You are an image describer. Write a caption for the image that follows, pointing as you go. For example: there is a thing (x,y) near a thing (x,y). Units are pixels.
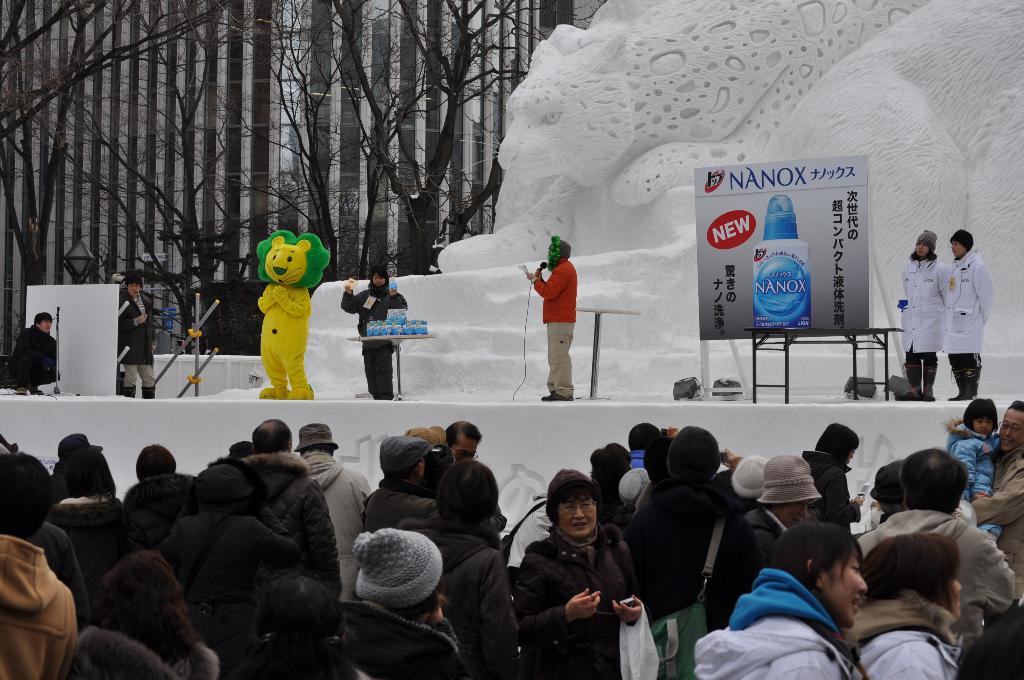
In this image I can see few people (801,539) standing and wearing bags (669,636) and something. I can see few people (540,274) standing on stage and one person (551,265) is holding mic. I can see a board (833,293) and few objects (881,344). I can see a yellow and green color costume dress (283,343), trees (235,276) and a snow carving (664,76) at back (847,67).
